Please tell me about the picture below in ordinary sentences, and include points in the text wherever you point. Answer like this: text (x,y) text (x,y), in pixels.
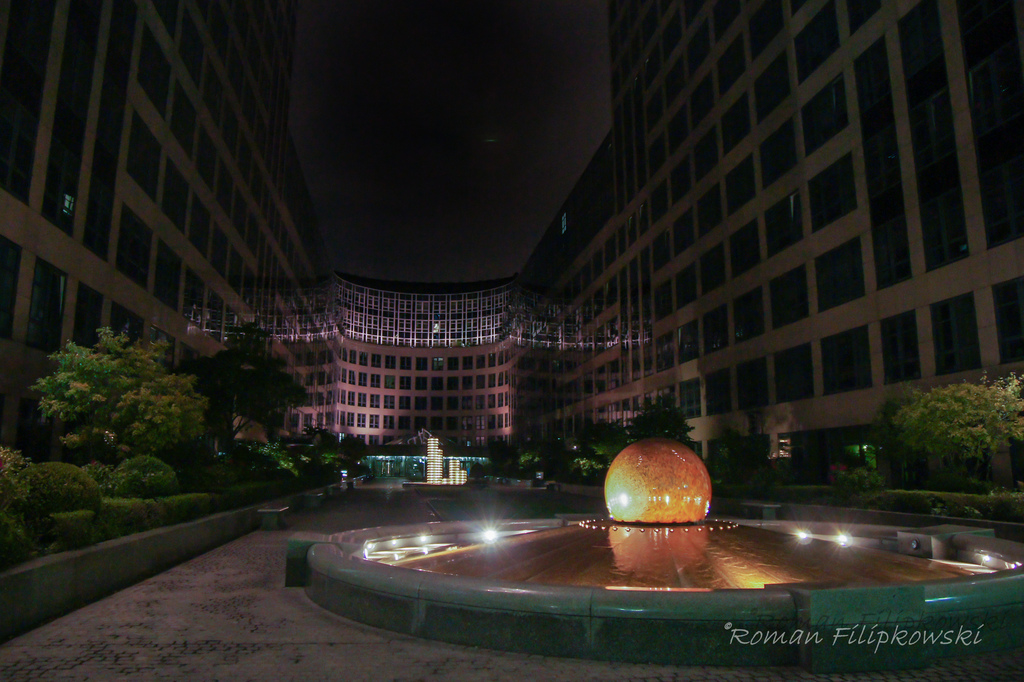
In this picture we can see the fountain (673,559) and ball (672,498). In the bottom right corner (809,642) there is a watermark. In the background (928,308) we can see the buildings (562,401), beside that we can see plants (625,438), trees (582,438) and grass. At the top (471,60) there is a sky (435,27).
